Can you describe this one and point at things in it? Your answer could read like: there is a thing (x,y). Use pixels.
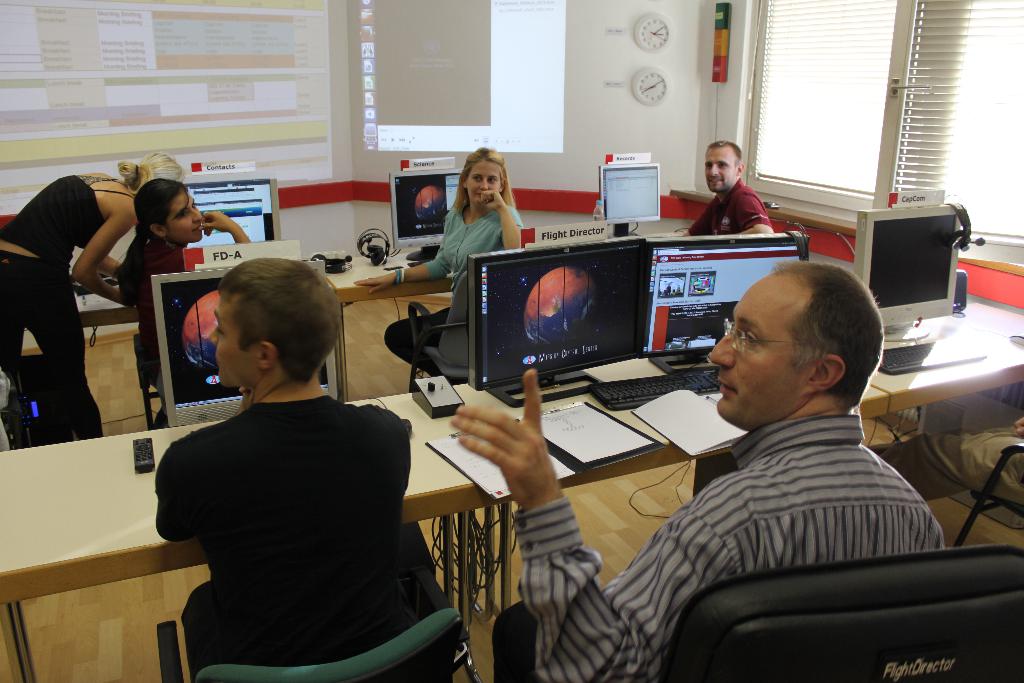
Bottom of the image (878,483) few people (268,647) are sitting and watching in front of them there are few tables (174,438) on the tables (180,429) there are some monitors (521,260), keyboards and papers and there are some electronic devices (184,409). Left side of the image (12,231) a person (39,199) is standing and looking at a monitor (201,210). Top left side of the image (157,109) there is a screen (408,114). Top right side of the image (776,63) there is a window (823,161).
